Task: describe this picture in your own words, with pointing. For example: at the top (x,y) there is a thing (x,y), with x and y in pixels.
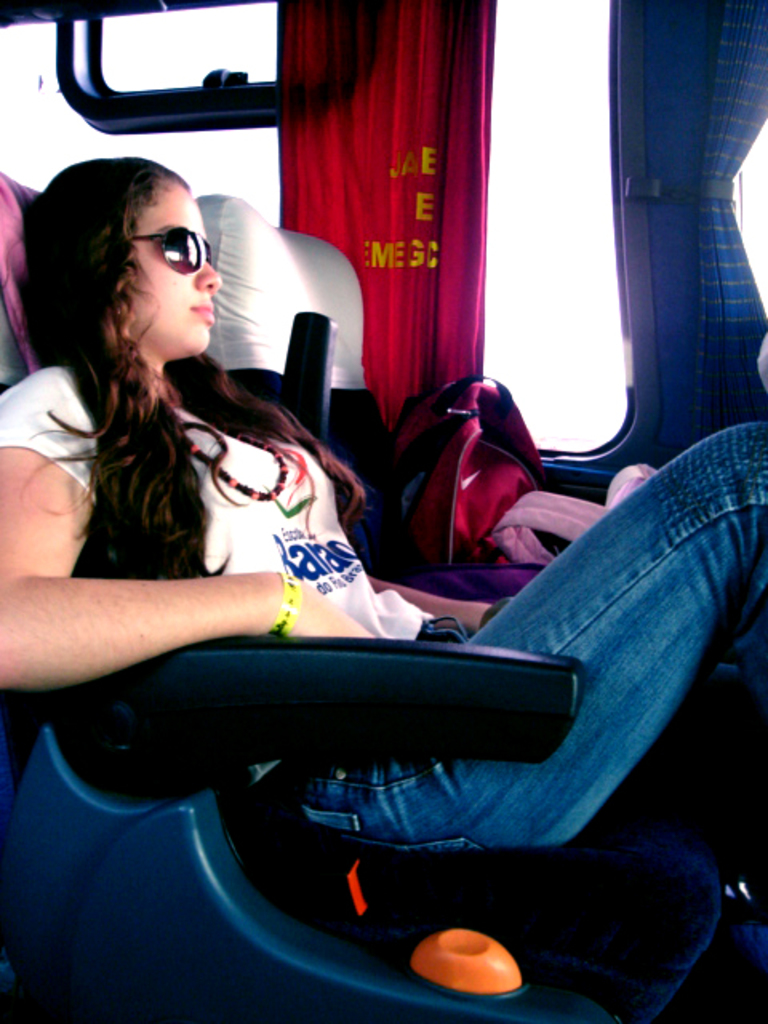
In the picture we can see a woman (600,756) sitting in the bus seat (717,863) and she is in white T-shirt (301,465), loose hair (172,440) and beside her we can see another seat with luggage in it near the window (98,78) and to the window (574,130) we can see a red color curtain (434,91).
